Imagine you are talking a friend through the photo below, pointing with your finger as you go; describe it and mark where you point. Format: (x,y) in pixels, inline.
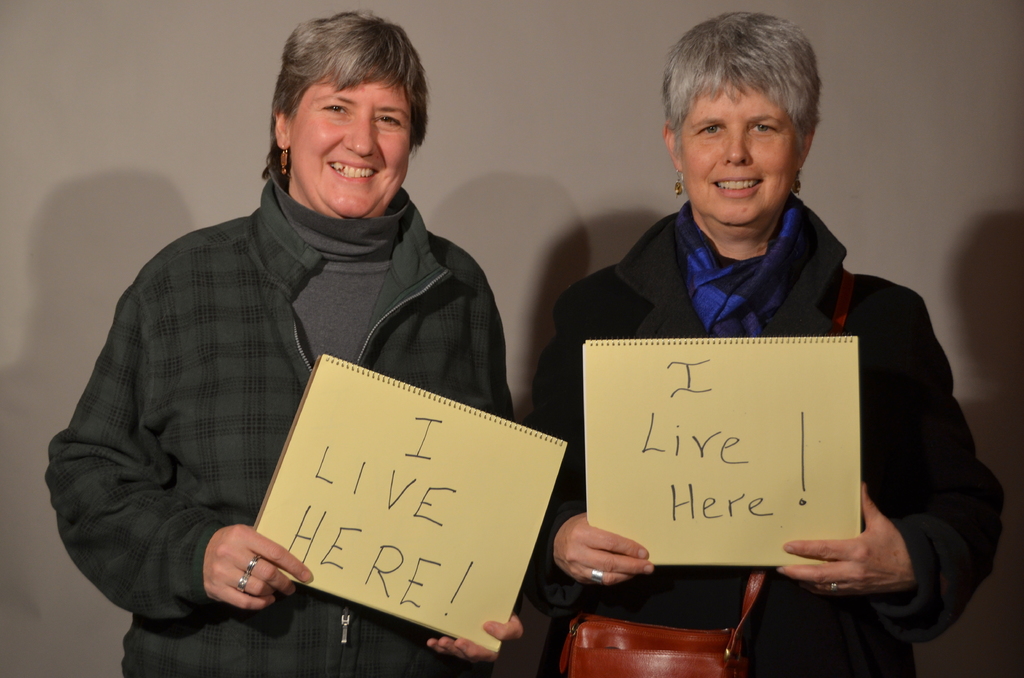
There are two persons (355,308) in this image who are wearing black color sweaters (542,361) holding a board (550,482) on which it is written as i live here.
